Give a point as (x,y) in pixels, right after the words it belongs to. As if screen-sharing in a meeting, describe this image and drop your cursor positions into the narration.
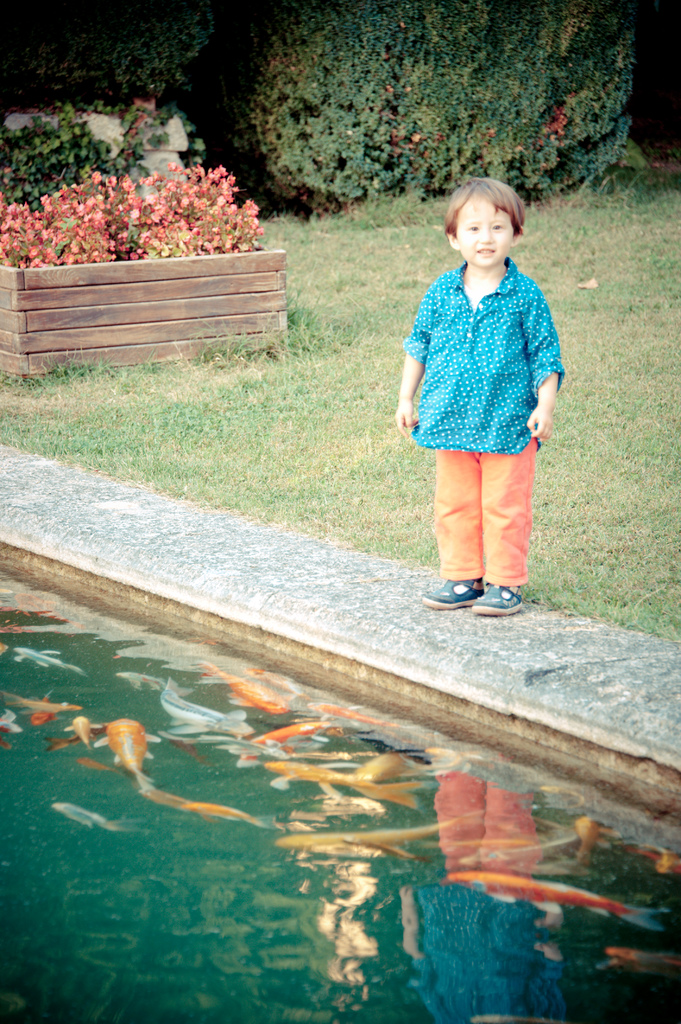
In this image there is a kid (461,390) standing on the floor (394,614). In front of him there is water (244,794) in which there are fishes (121,828). In the background (299,75) there are plants (327,101). There is a wooden tray (156,309) in which there are plants (125,214) with light pink color leaves (28,230).
